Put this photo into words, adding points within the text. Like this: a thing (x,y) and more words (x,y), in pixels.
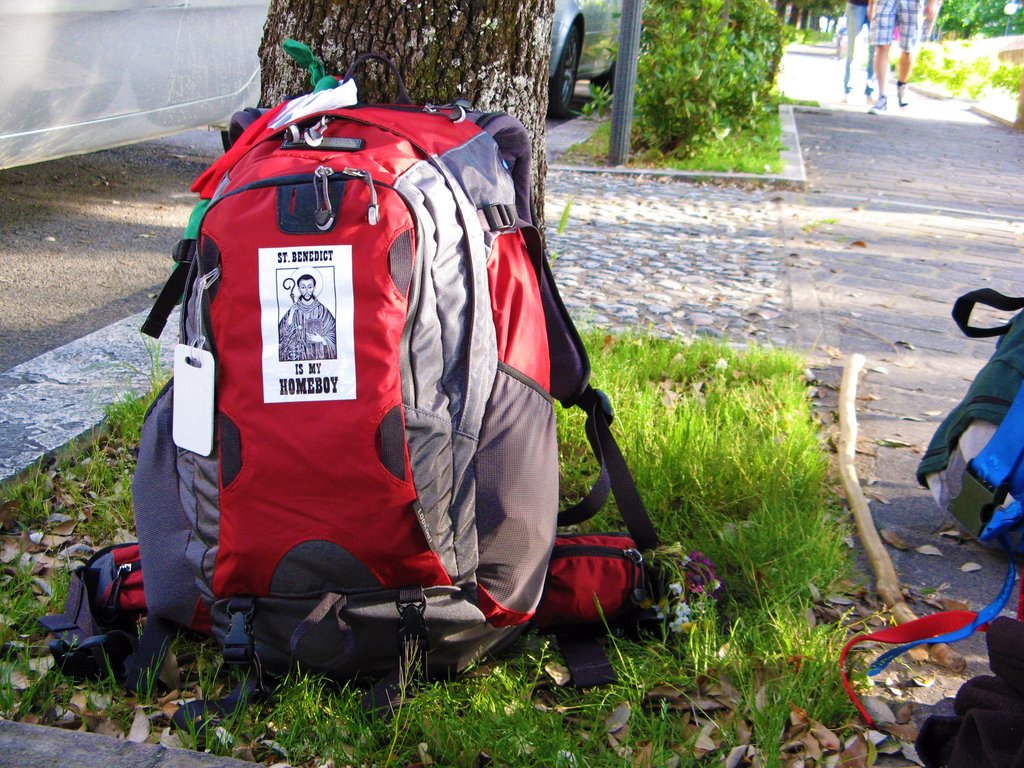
In this image i can a bag (428,345) on the floor (606,531) there is a grass (764,434) on the floor (797,429), at the back ground (572,28) i can see a person (886,31) walking, a tree (545,35), a pole (635,68), a car (600,50).
